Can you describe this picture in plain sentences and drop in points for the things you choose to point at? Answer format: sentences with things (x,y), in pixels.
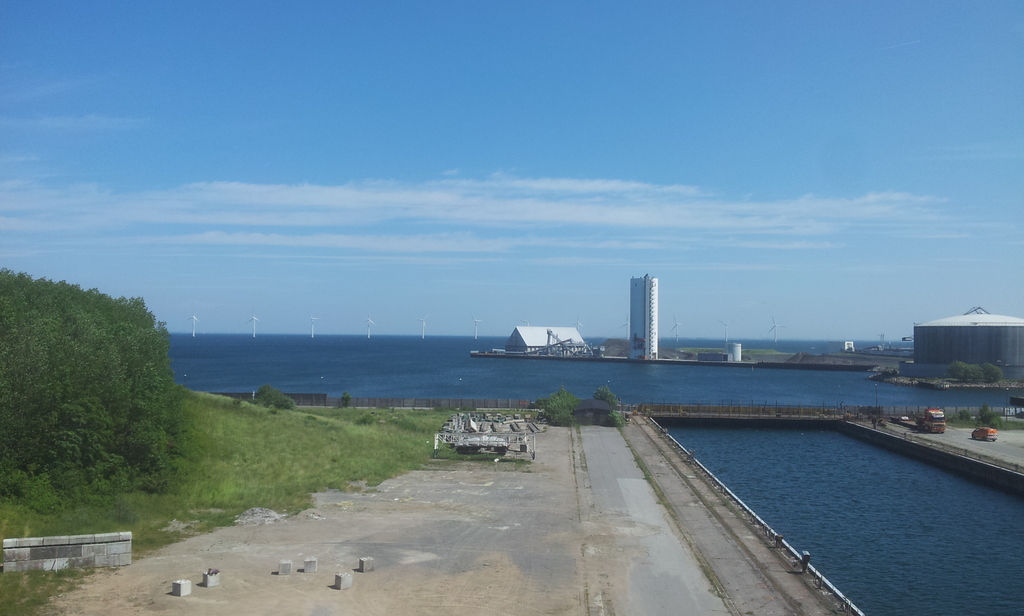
In this image we can see some buildings (714,358), windmills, water (637,368) and other objects (561,352). On the left side of the image (99,321) there are trees (60,479), grass (137,520) and other objects (312,402). At the bottom of the image (845,449) there is the road (240,536) and water (909,463). On the right side of the image (1017,440) there is the road (1018,451) with some vehicles (919,421). At the top of the image (588,115) there is the sky (609,121).
